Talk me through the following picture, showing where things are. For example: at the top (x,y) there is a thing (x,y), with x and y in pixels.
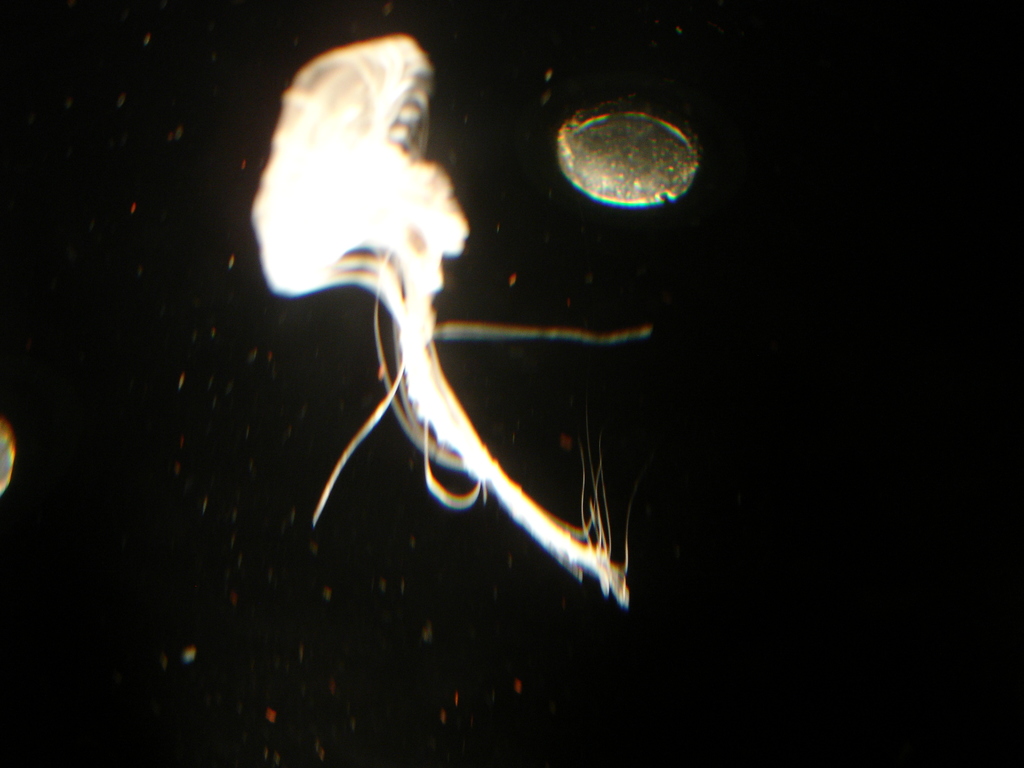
In the center of the picture (406,377) there is a jellyfish (426,343). At the top (639,154) there is another object (598,137). In the picture it is dark.
